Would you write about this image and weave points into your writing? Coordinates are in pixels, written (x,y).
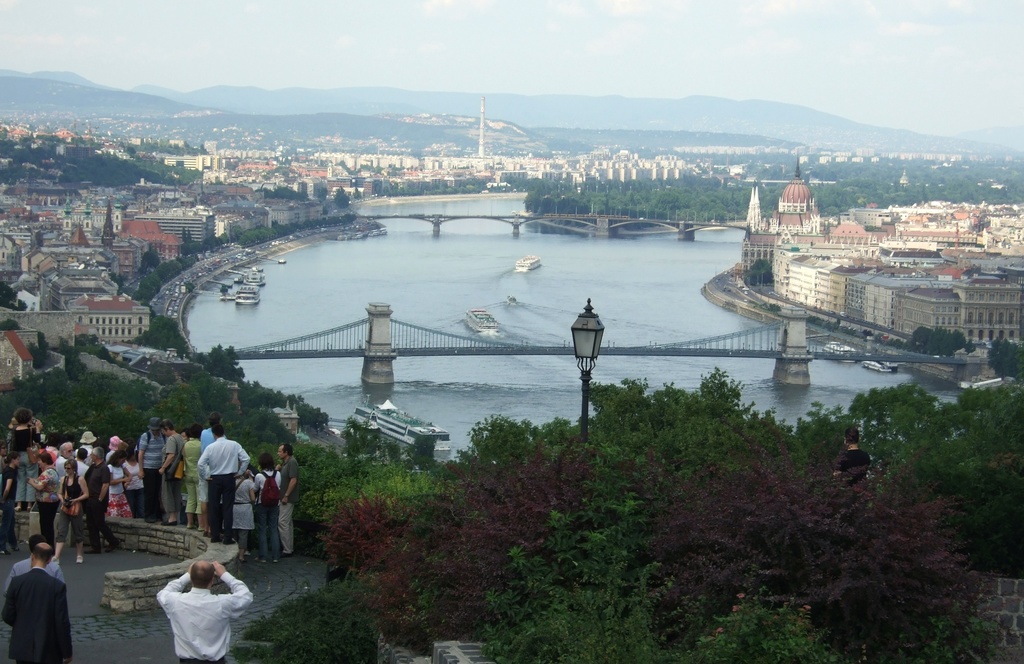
In this image I can see the river (696,240), on the river (743,361) I can see a bridge (318,354) and I can see buildings (856,238) and trees (686,488) visible at the bottom (692,509), in the bottom left (99,481) I can see persons (138,454) and on the left side (96,206) I can see buildings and at the top (373,65) I can see the sky (785,46) and the hill (374,120).
